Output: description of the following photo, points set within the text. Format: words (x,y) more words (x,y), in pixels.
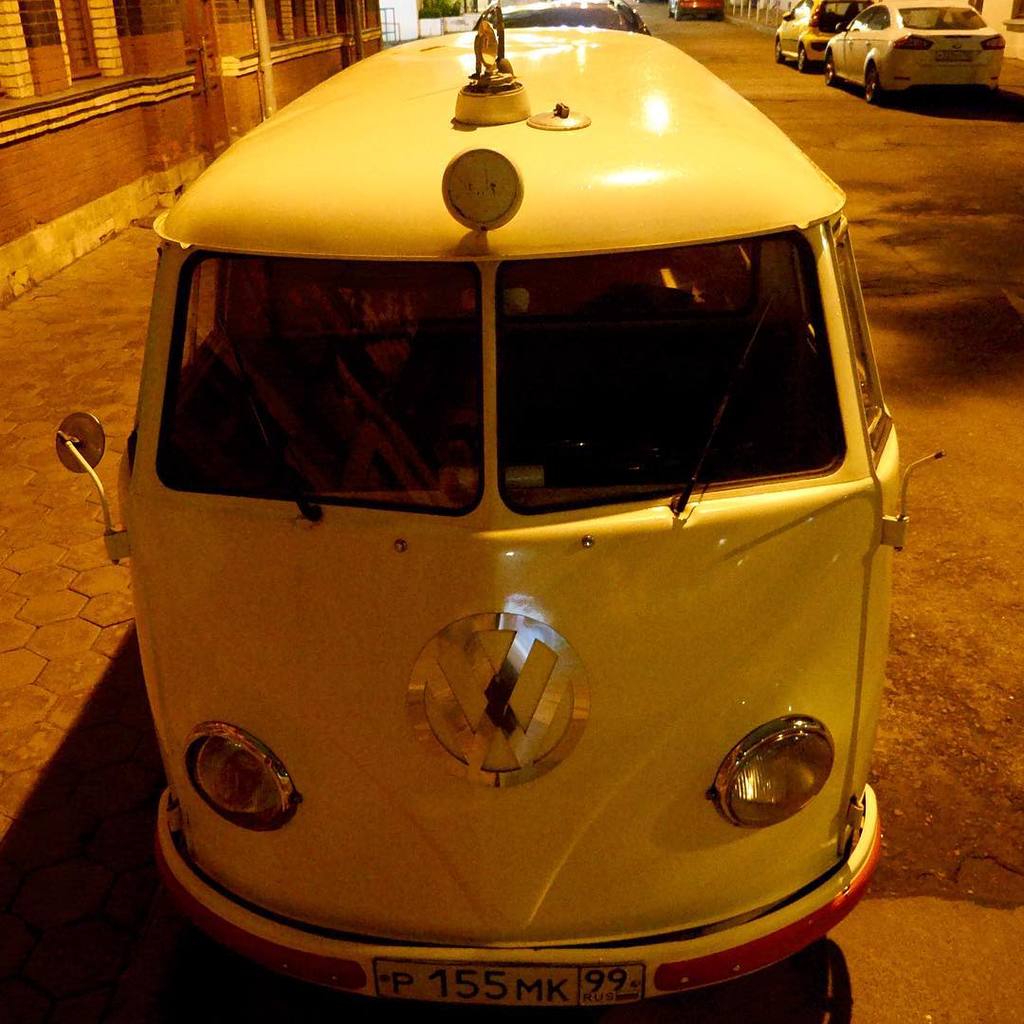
In this image we can see group of vehicles (856,611) parked on the road (897,639). On the left side of the image (334,31) we can see a building (129,125).
